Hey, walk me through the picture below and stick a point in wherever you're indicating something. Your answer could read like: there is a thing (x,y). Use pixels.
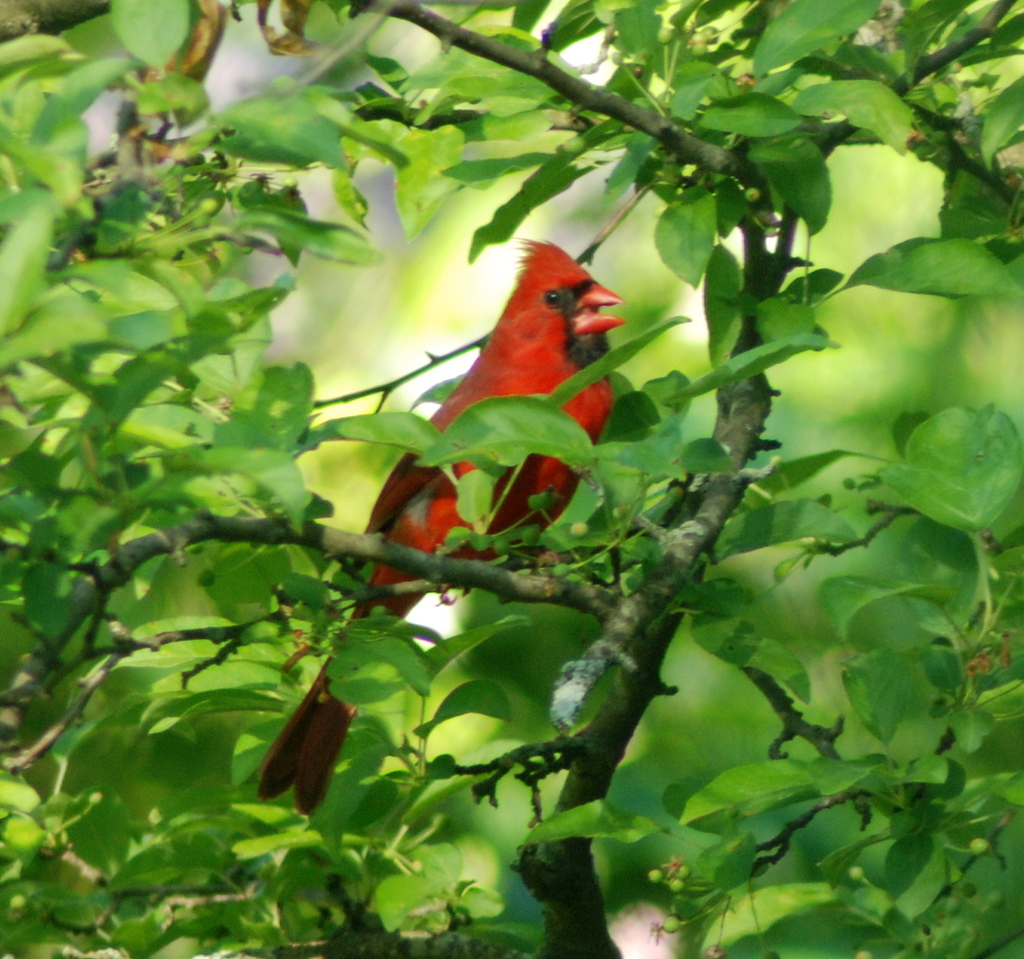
In this image, we can see a red color bird (320,682) sitting the branch (430,573), there are some green color leaves (506,438).
